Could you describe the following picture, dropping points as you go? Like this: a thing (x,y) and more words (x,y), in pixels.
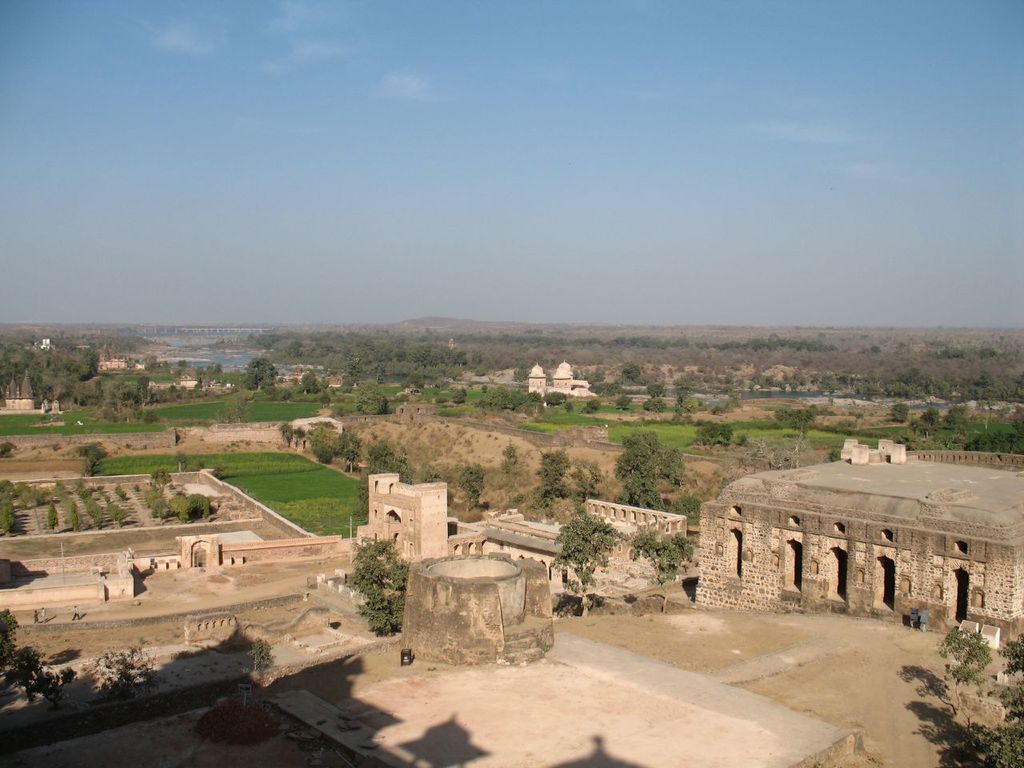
In this image we can see different type of forts (601,511), grass (520,468) and so many trees (580,546), background (50,143) is covered with sky (32,152).
